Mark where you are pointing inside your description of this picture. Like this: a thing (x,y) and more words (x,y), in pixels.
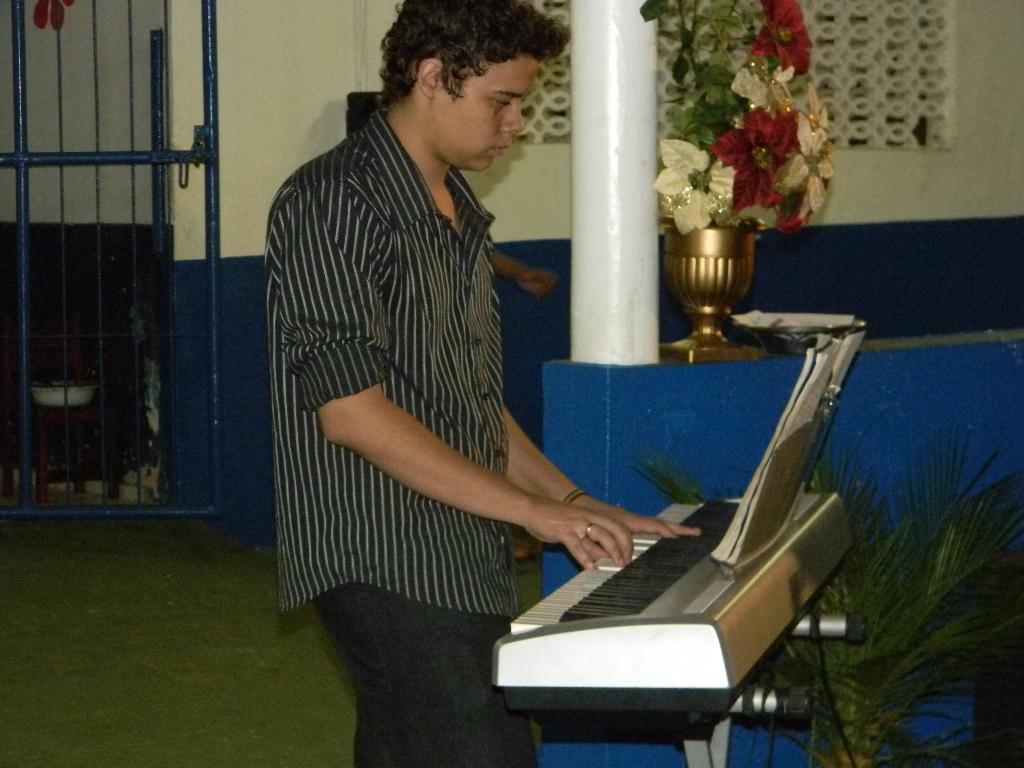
There is a man (451,509) standing and playing piano (660,606). I can see a flower vase (726,279). This is a pillar (620,210) and this is a houseplant (919,670). At background (213,139) I can see a blue grilled gate (189,157).
